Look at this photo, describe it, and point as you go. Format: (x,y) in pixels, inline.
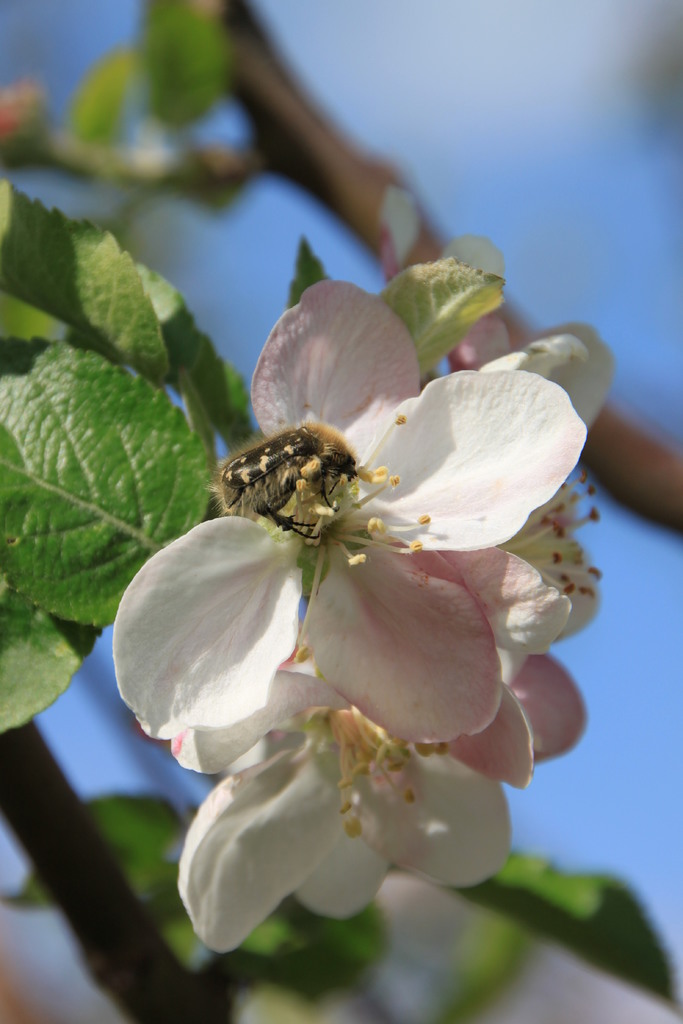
In this picture I can see flowers (343,383) and leaves (249,430), there is an insect (281,523) on the flower (364,468), and there is blur background (393,8).
